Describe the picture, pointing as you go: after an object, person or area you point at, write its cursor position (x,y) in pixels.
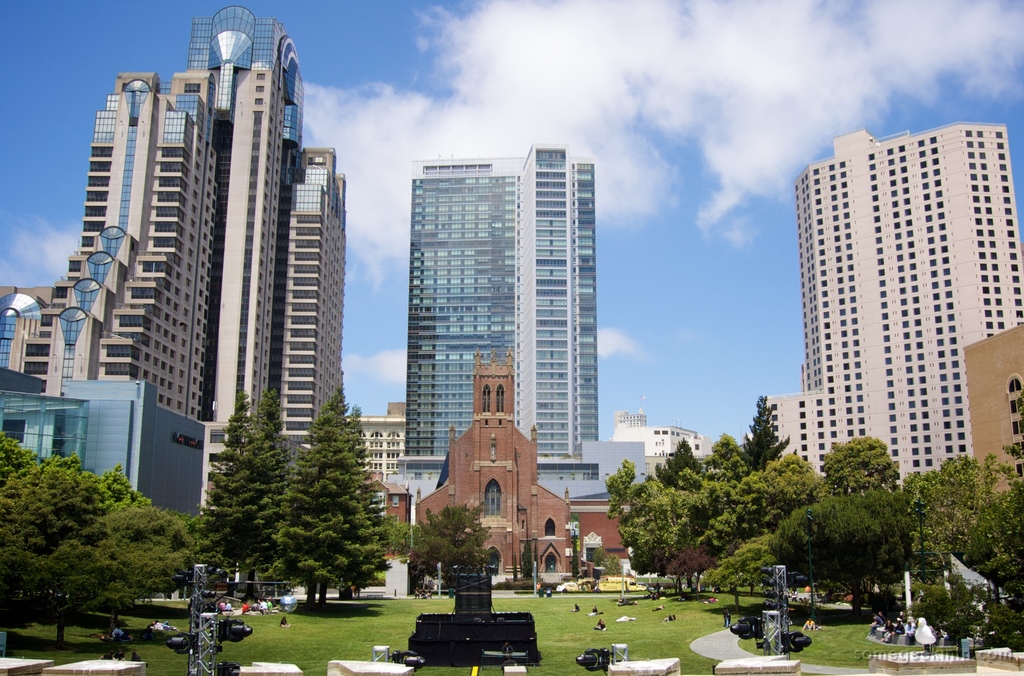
In this image I can see buildings (857,298) and trees (962,531) and persons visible on ground (864,642), at the top (503,78) there is the sky (770,78).
